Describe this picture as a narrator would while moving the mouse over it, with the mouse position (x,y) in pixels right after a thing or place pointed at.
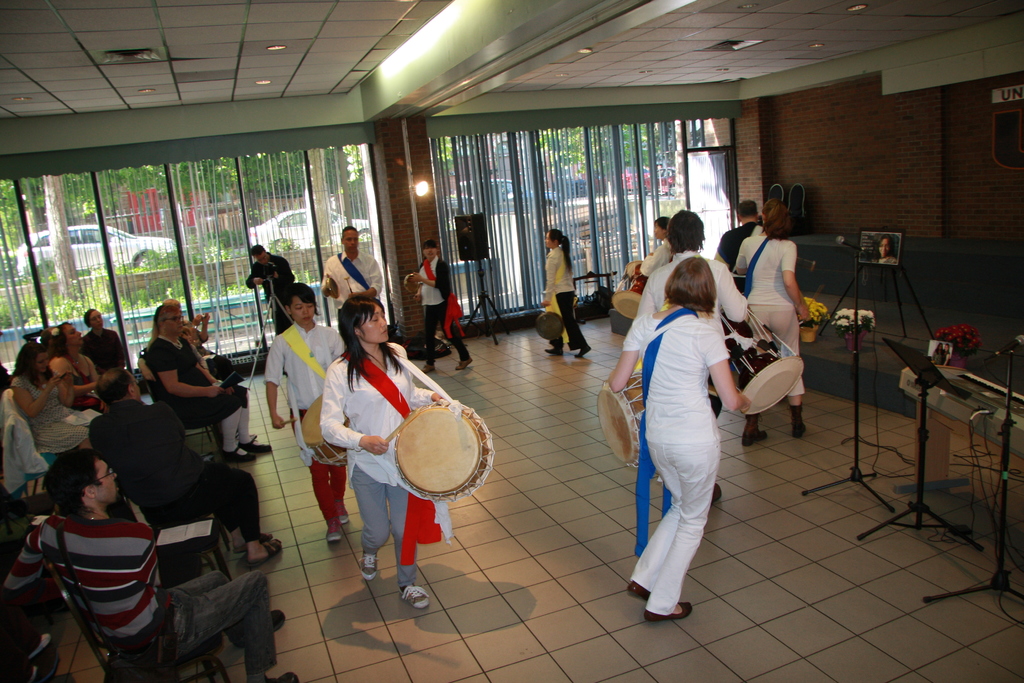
In this image there are group of people (13,641) sitting in chair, and another group of people (333,354) dancing by playing the drums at the back ground (480,295) there is speaker (470,239), stand (481,275), light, frame (899,262), tripod stand (854,293), plants (865,317), flowers (843,314), wall (802,135), door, car (532,195), trees (113,183).
